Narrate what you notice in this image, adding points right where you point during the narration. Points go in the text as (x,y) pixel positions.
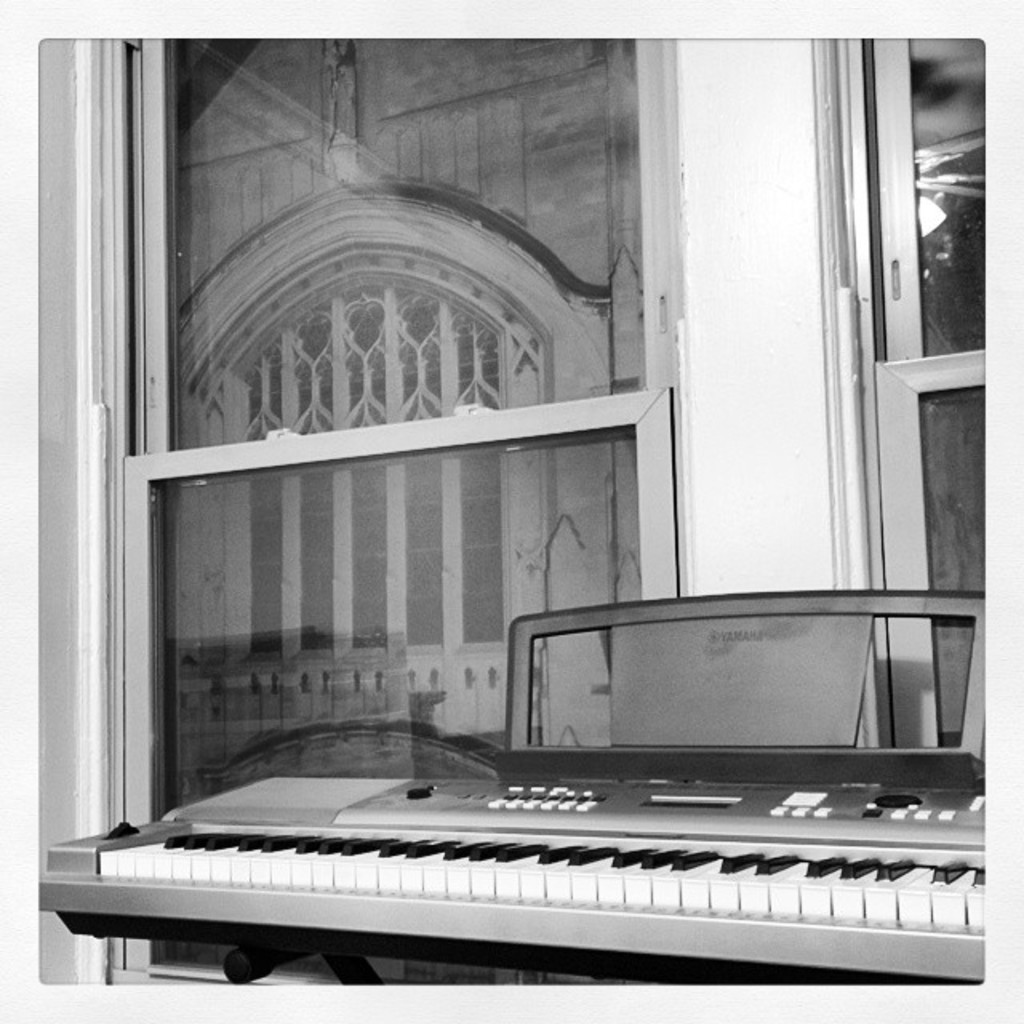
In the image we can see there is a yamaha keyboard (513,854) which is kept on a stand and behind there is a building (386,206) and its window (356,477) and the image is in black and white colour.
